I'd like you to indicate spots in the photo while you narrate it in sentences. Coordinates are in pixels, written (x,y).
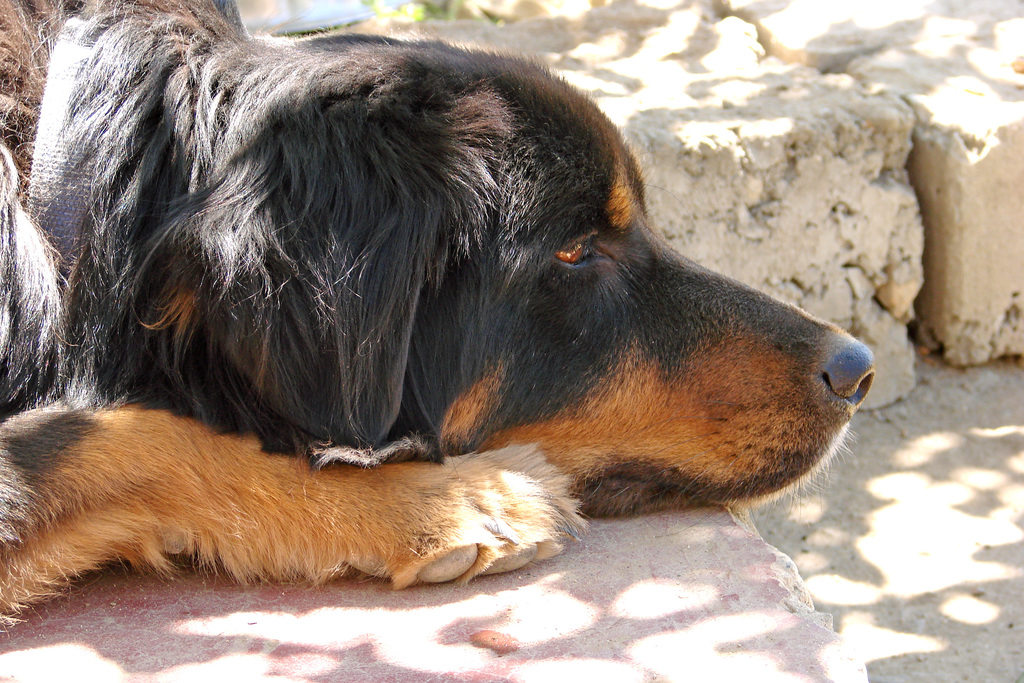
Here we can see a dog (32,450). Dog (235,356) is facing towards the right side of the image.
